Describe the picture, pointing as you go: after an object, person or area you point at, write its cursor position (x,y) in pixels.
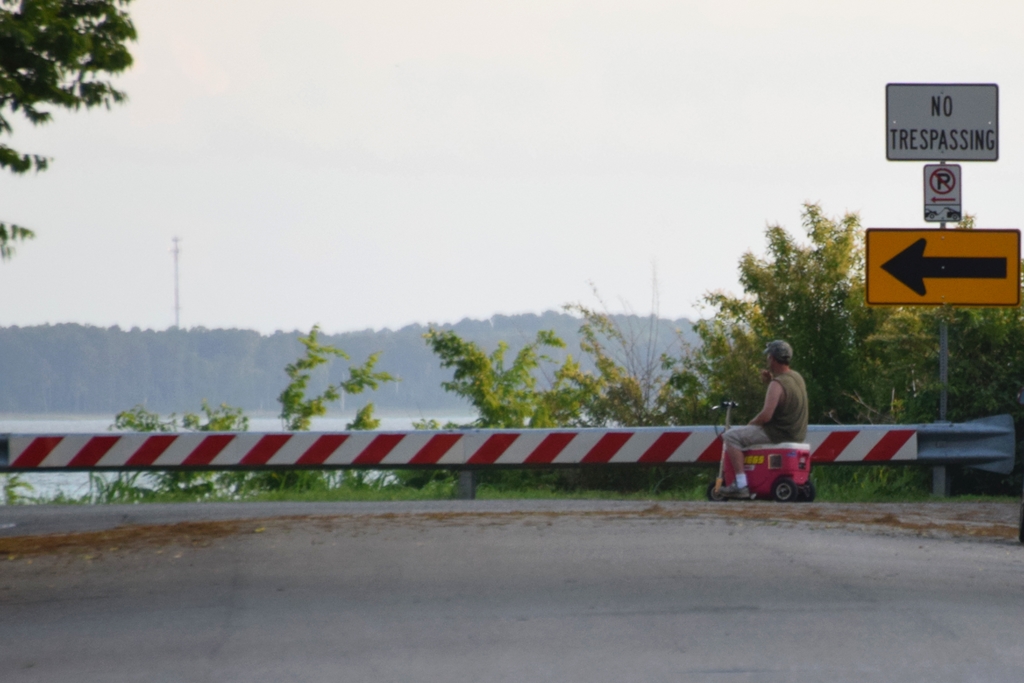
In the foreground (480,542) it is road (118,508). In the middle (641,329) we can see trees (674,369), person (758,415), railing (582,444), sign boards (903,275), water body (40,496) and trees (336,354). At the top (458,93) there is sky (489,152).
